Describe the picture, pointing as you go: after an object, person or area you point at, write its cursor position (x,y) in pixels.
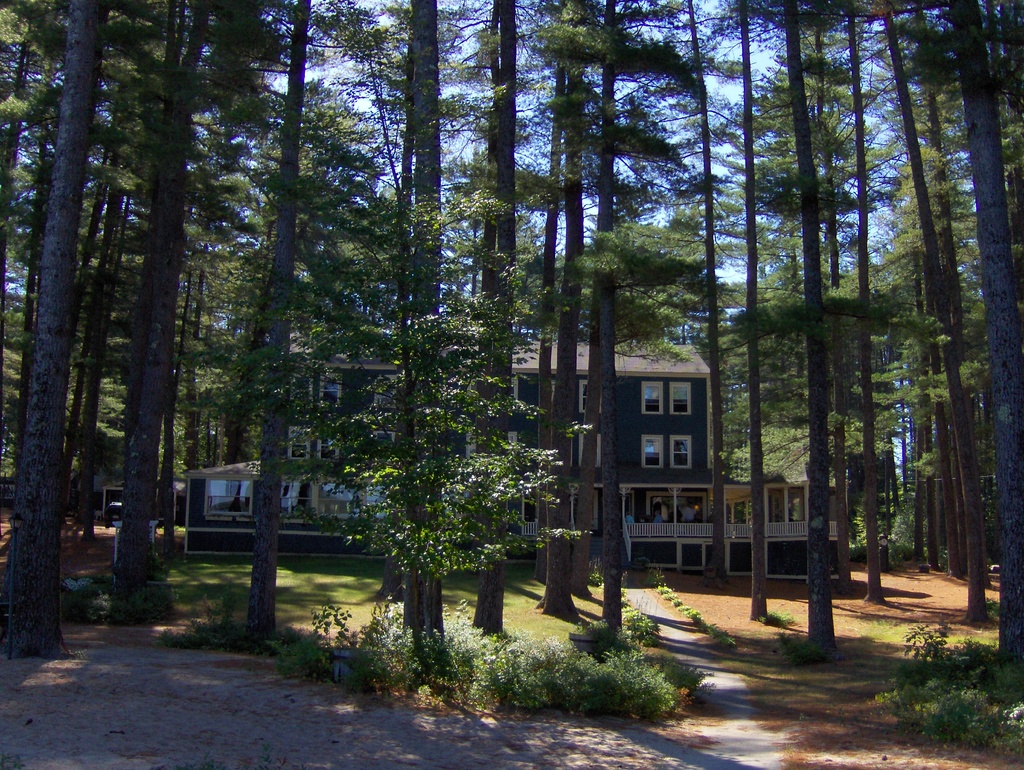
In this image we can see a building (661,418), there are some trees (505,442), poles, grass (342,572), windows (672,499), plants (401,606) and people (689,504), in the background (654,114) we can see the sky (530,98).
